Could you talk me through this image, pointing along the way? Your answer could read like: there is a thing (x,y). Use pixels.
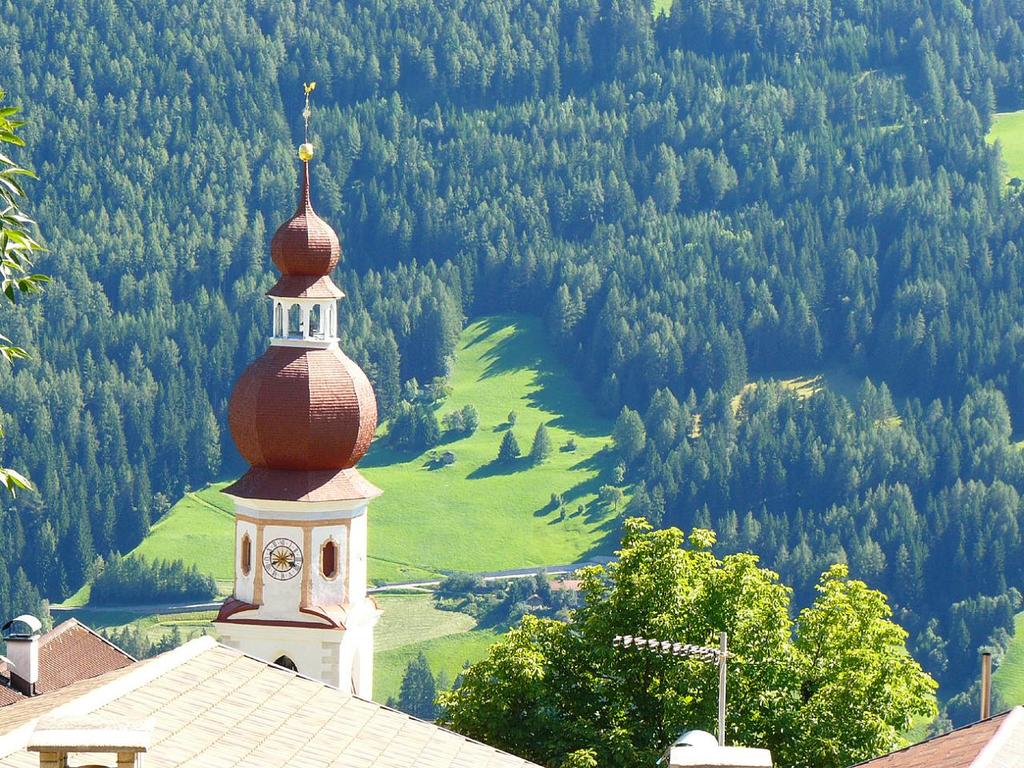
In this image we can see a clock tower (295,535), shed (56,678), building (202,640), poles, trees (955,696) and ground (454,542).
